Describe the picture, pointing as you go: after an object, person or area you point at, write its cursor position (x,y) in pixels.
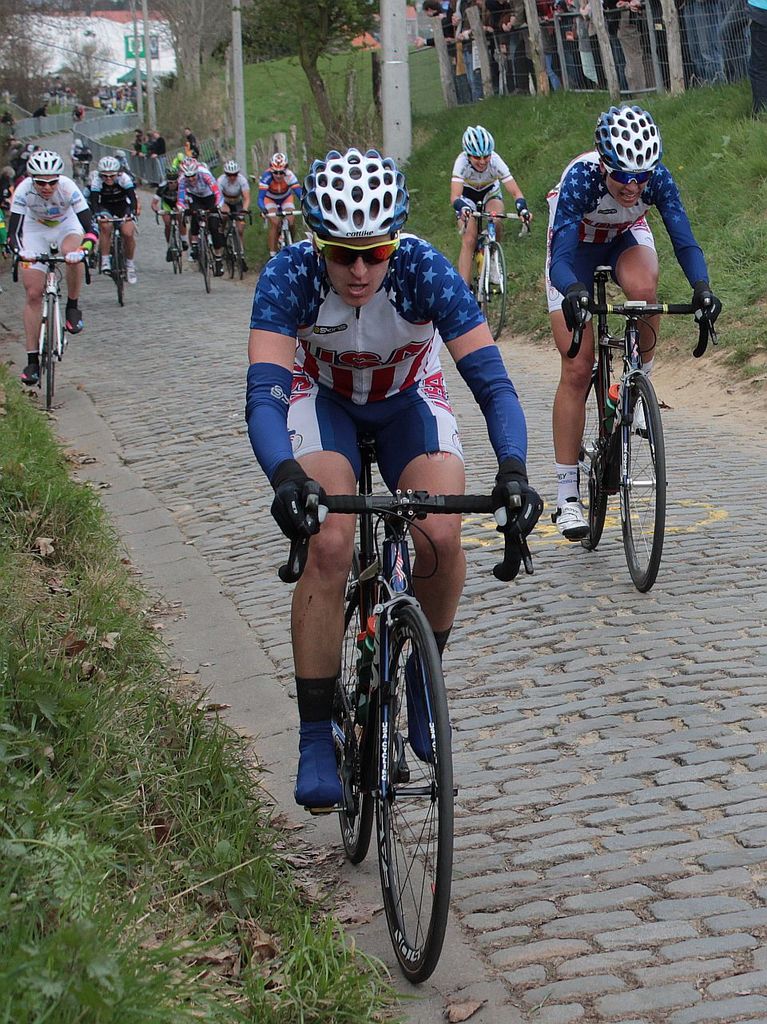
In this image we can see a few people (19,150), some of them are riding on the bicycles (59,340), there are poles (237,40), sign boards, grass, trees (226,108), also we can see the leaves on the ground (452,158).
